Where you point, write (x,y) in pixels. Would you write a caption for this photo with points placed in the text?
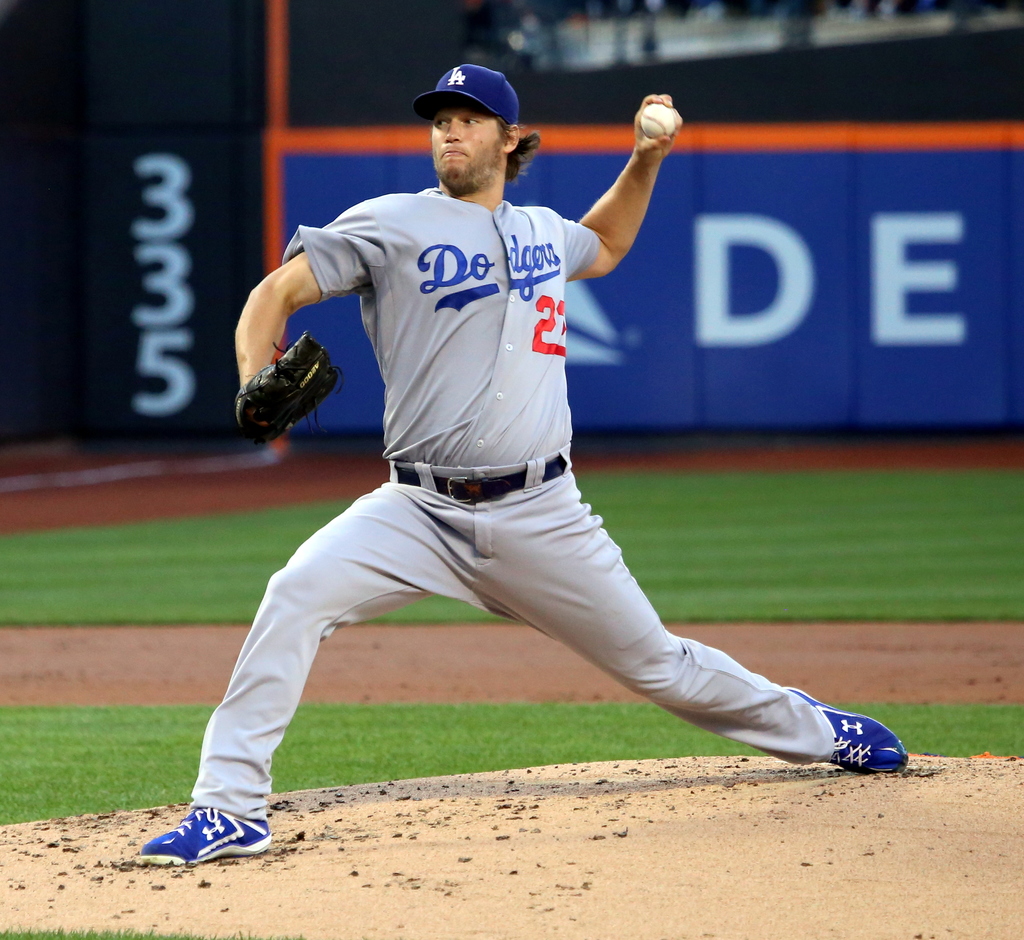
In this picture there is a man (520,257) with grey t-shirt (466,364) is holding the ball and he might be standing. At the back (616,384) there are boards (663,378) and there is text (707,346) and there are numbers (186,292) on the boards (224,296). At the bottom (361,730) there is ground (586,685) and there is grass (944,544).
